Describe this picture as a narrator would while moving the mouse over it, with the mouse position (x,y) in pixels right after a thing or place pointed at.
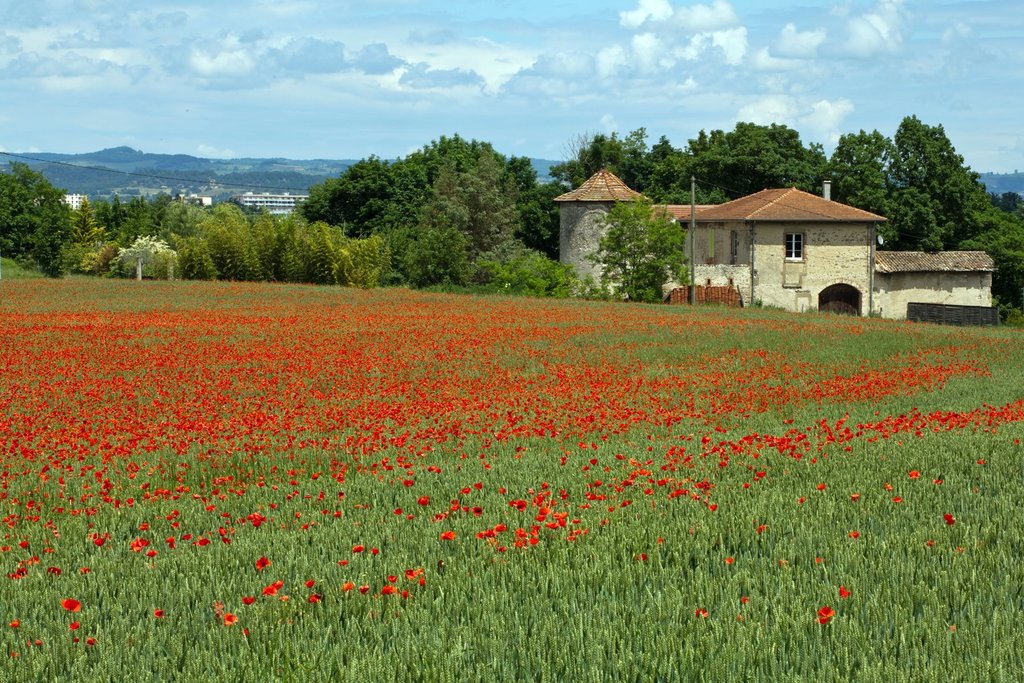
This picture is taken from outside of the city. In this image, on the right side (768,170), we can see a building (753,228), window (792,251), trees (1016,207). In the middle of the image (550,414), we can see some plants (609,455), flowers (276,430) which are in red color. In the background (176,246), we can see some trees (401,205), plants (172,248), building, mountains (110,156). At the top (476,31), we can see a sky (542,21) which is a bit cloudy.
